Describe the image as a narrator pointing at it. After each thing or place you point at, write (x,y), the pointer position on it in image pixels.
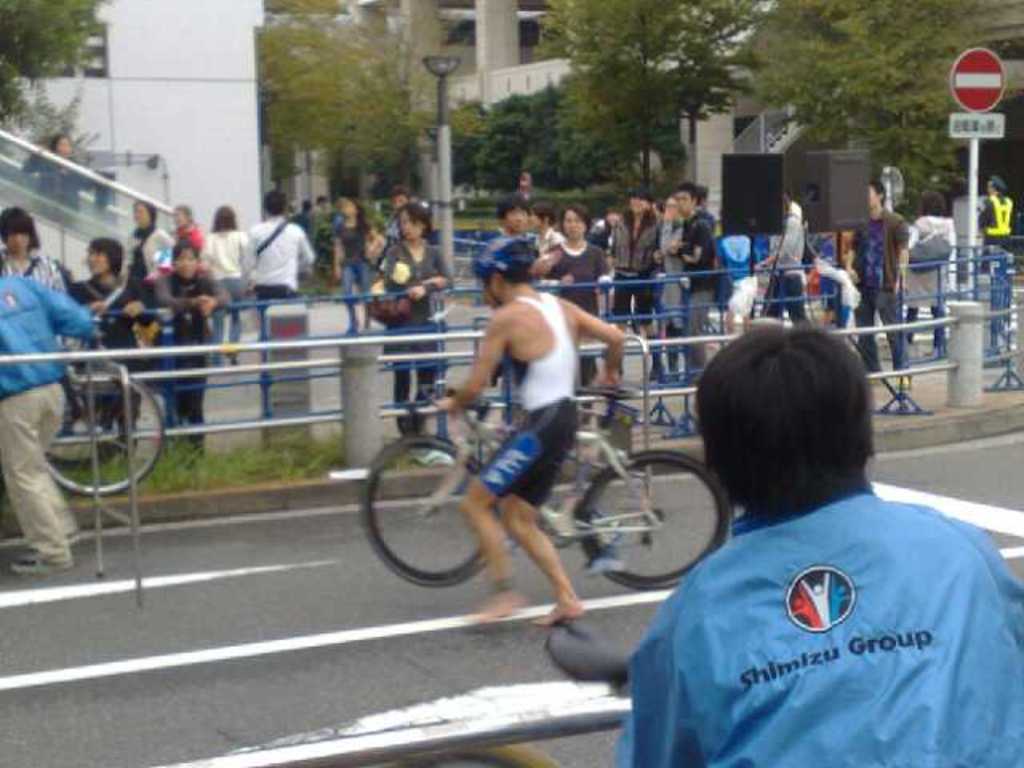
This image is clicked outside. There are trees (581,163) at the top (651,175). There are some persons (150,248) standing in the middle (404,374). There is a person (486,569) who is pushing bicycle (671,579) in the middle (480,387). There are buildings (128,8) at the top (434,27).
